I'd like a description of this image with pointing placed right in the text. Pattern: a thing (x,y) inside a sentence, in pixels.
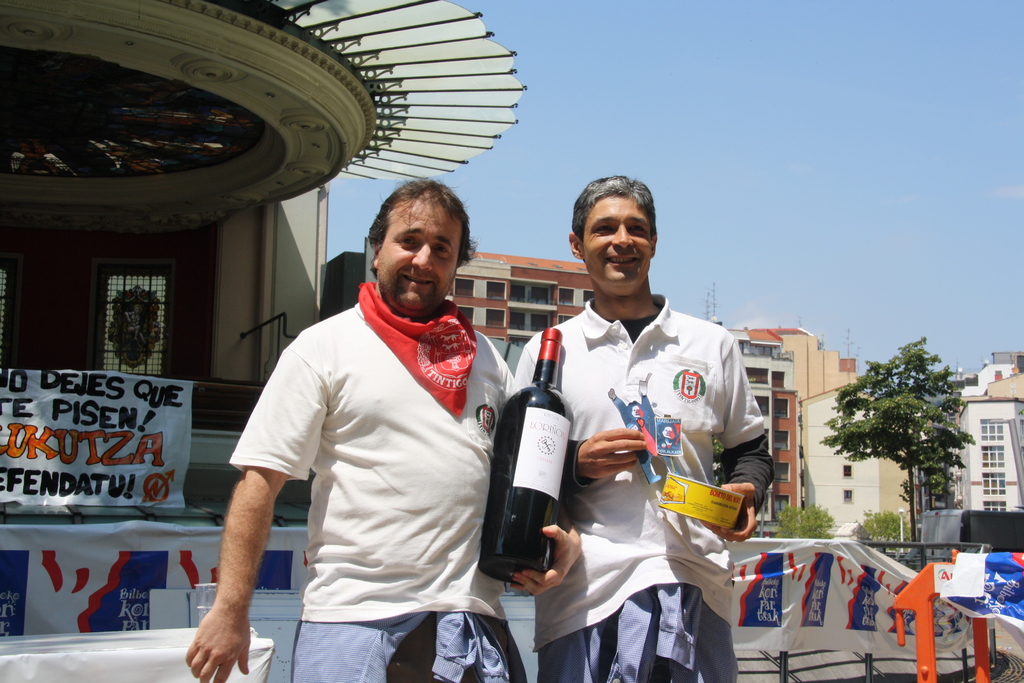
In this picture we see buildings (63,358), trees (864,409) and two persons (305,644) standing and a man (495,614) holding a wine bottle (559,338) and other man (650,485) holding a box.
